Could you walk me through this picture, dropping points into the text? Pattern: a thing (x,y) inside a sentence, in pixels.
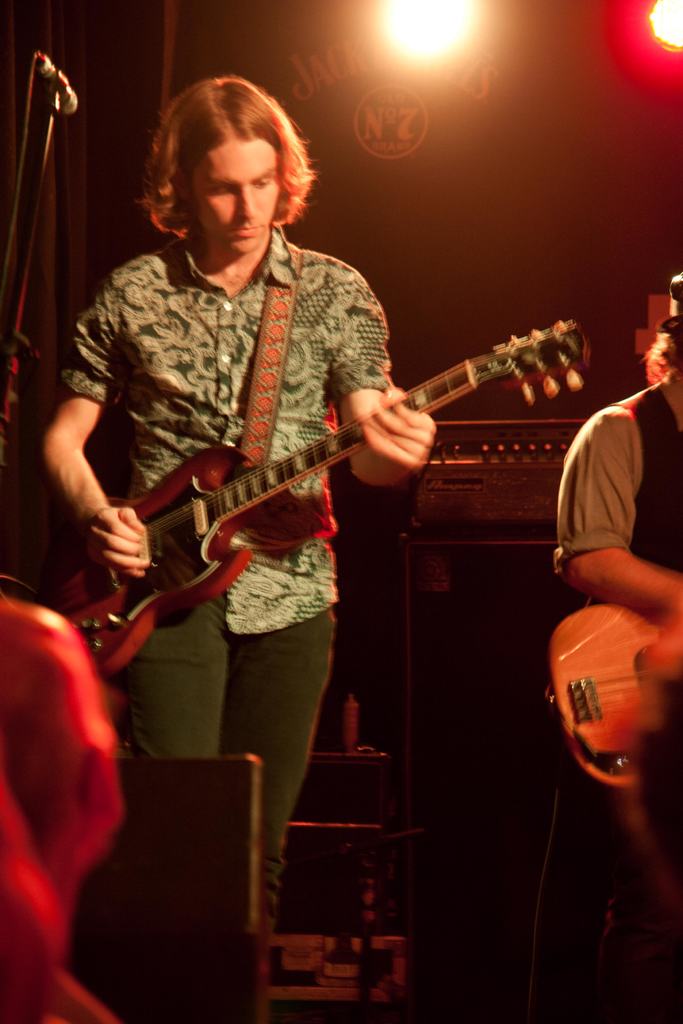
In this picture there is a man (309,390) wearing a green shirt (229,361) is holding a guitar (270,515). He is also playing a guitar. There is also a person (614,504) wearing a light shirt (589,521) is also playing guitar (597,655). There is a mic (56,98). There are some lights (444,31) at the background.
